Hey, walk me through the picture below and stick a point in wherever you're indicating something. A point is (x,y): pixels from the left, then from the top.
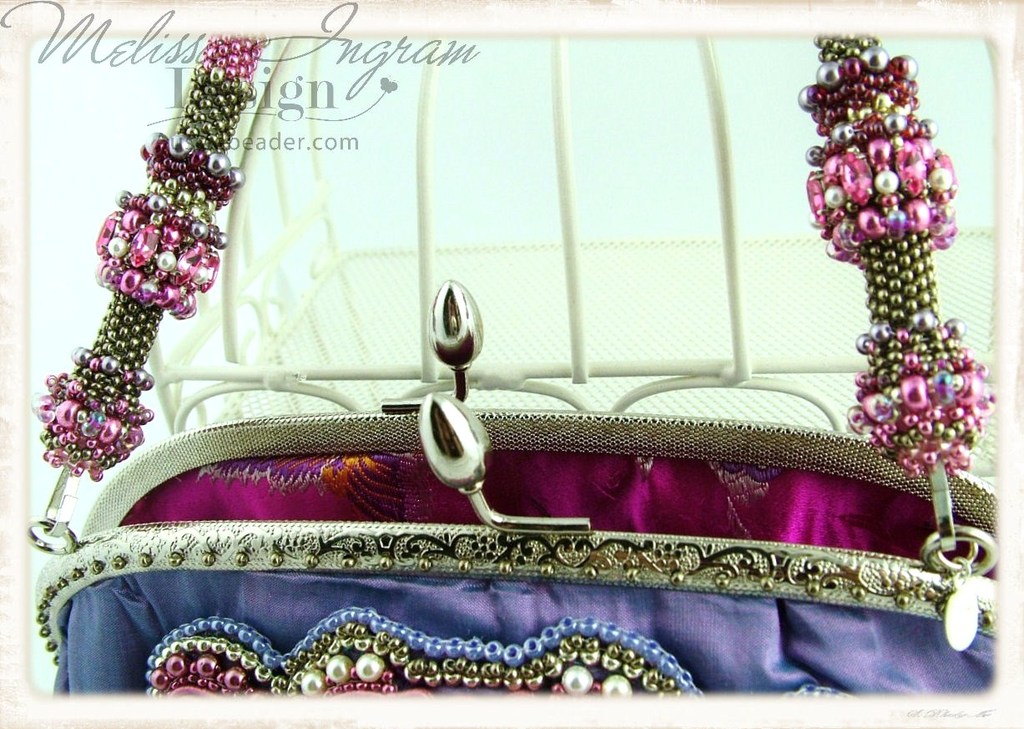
In this picture we can see a colourful handbag (713,553) which is blue and pink in colour.
